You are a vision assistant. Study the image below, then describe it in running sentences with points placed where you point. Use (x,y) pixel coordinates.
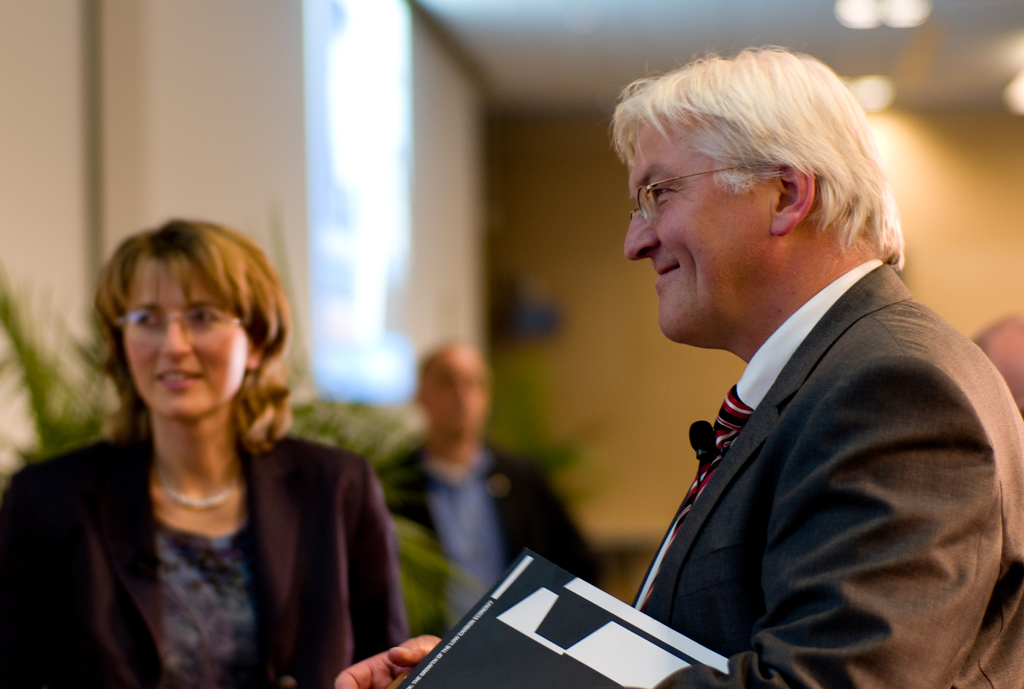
In this image we can see a man (780,469) wearing specs (646,206) is holding something (551,639) in the hand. Also there is a woman (181,478) wearing specs (198,324) is on the left side (208,576). In the back (355,443) there are plants (380,436). Also there is a person (473,511). Also there are lights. And it is looking blur in the background (656,304).
